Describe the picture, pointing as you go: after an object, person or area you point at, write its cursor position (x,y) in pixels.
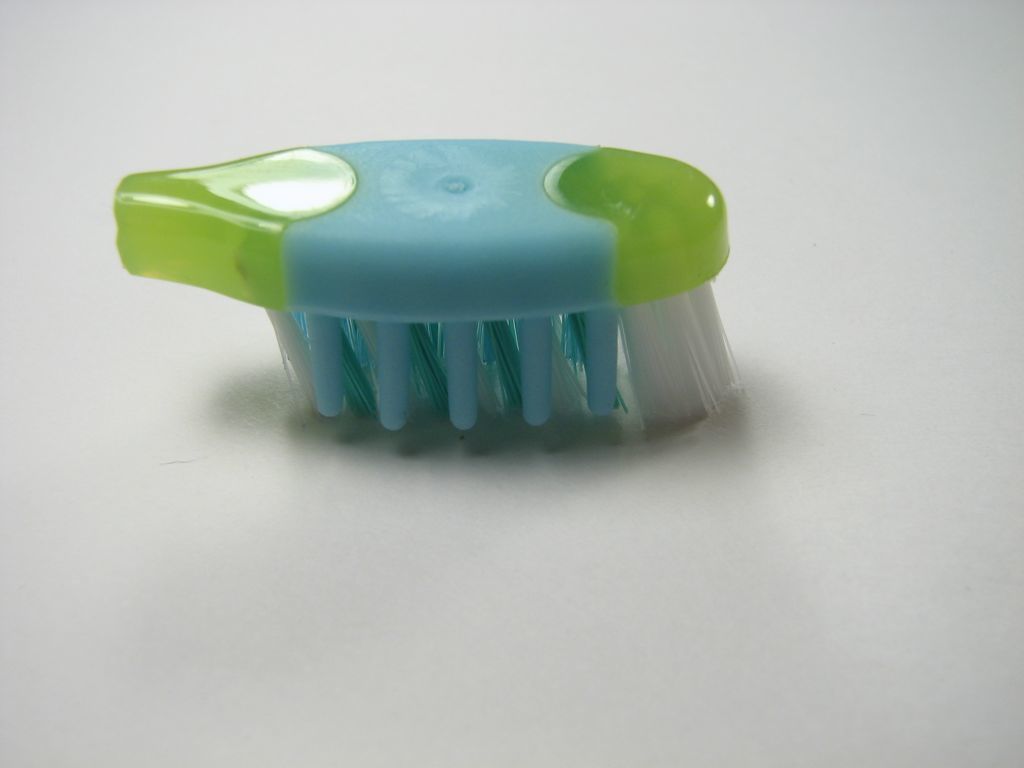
Here in this picture we can see the head (182,242) of the toothbrush (587,298) present on the floor (767,261) over there and we can see it is in blue and green colored.
